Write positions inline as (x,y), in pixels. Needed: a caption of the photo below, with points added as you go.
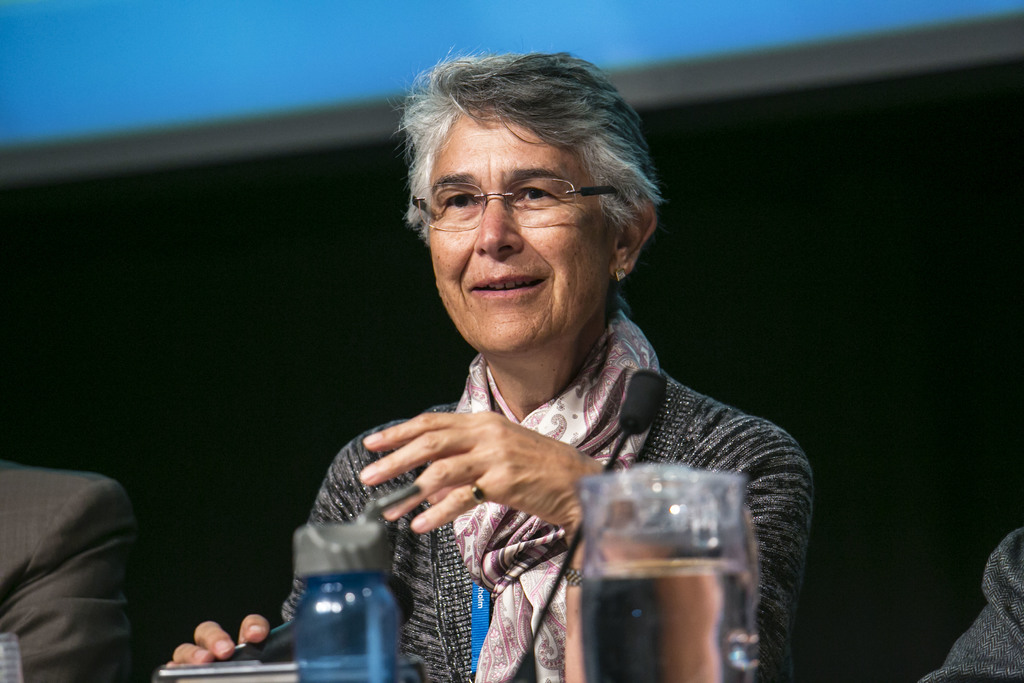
In this image we can see a woman (458,504) sitting and there is a person hand (49,561) beside the woman (524,546) and in front of the woman (512,560) there is a mic (536,642), a bottle (393,615) and a glass of water (727,606) with dark background (970,260).
